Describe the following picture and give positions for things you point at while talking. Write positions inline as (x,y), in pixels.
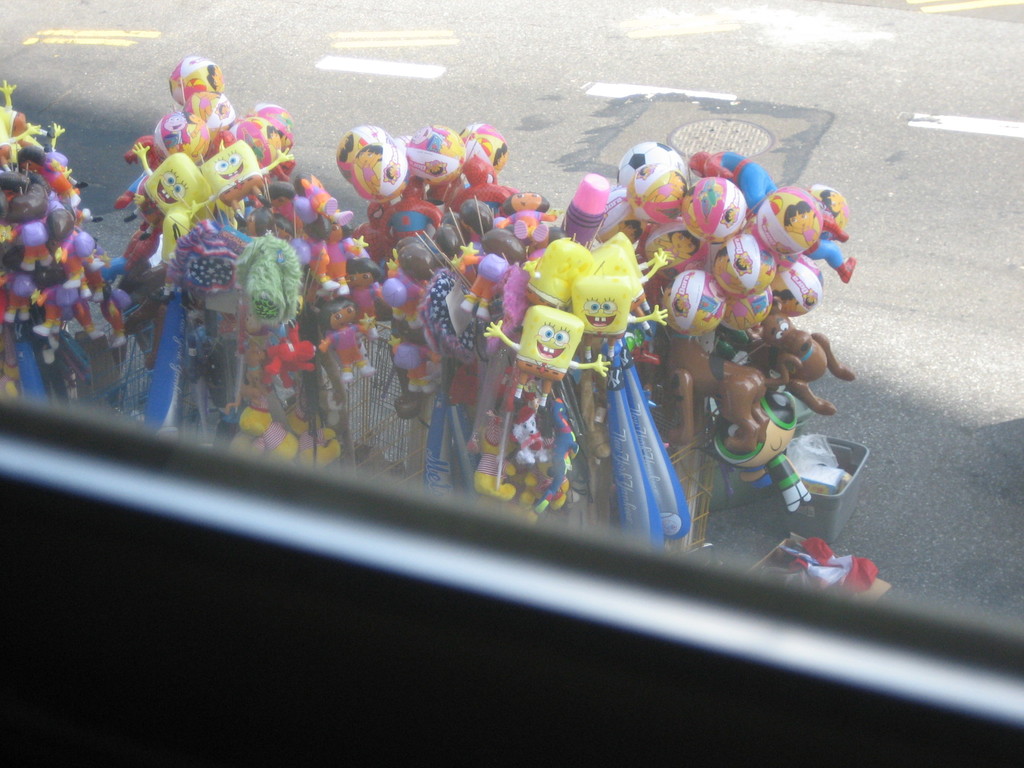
In the image we can see a glass (278,6), through the glass (102,49) we can see some dolls (10,154) on the road (459,75).
